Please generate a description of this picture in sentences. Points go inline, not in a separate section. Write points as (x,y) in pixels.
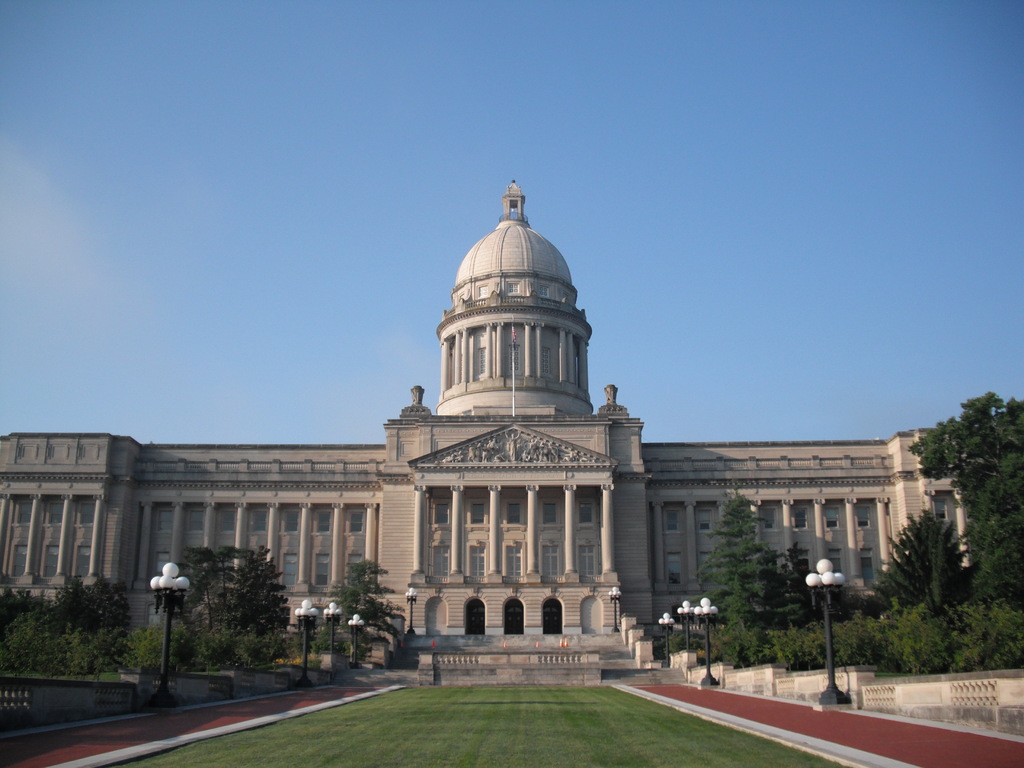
In this image in the center (463,493) there is one building (436,564) and at the bottom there is walkway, on the right side (818,615) and left side (63,658) there are some trees (327,638), poles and lights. At the top of the image (814,184) there is sky (266,286).
